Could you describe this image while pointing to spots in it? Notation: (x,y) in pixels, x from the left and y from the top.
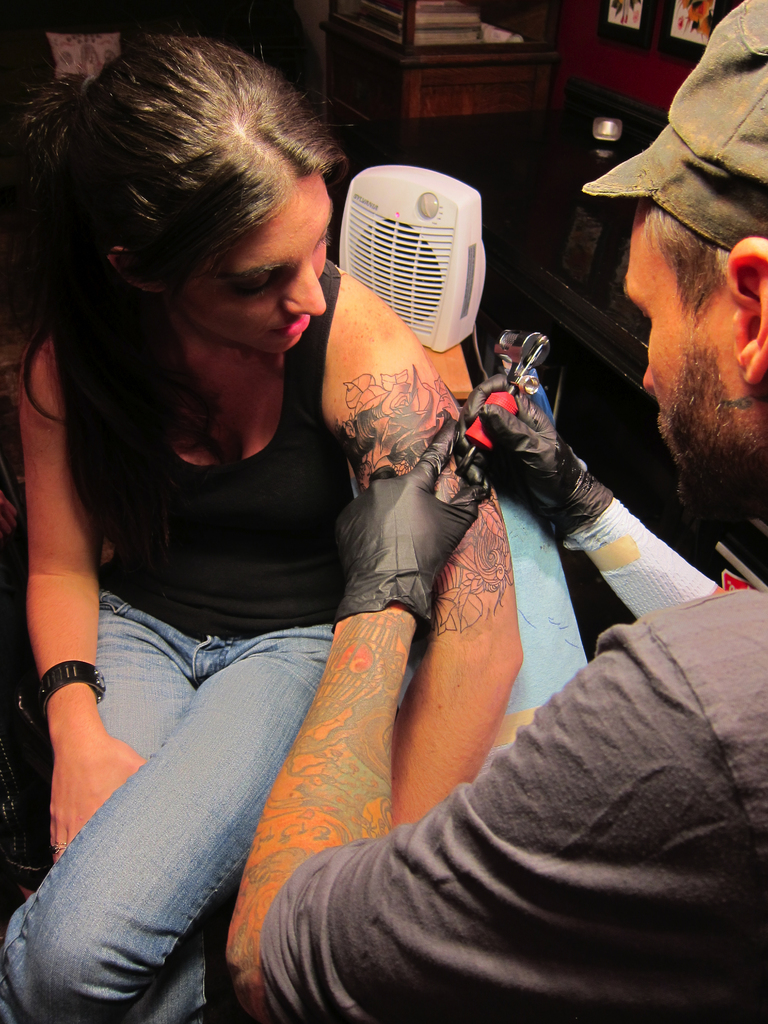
There are 2 people (30,569) in a room (130,11). A woman (85,549) is sitting wearing a black vest (173,611) and jeans (130,825). A man (387,685) is present on the right (661,691) and he is making a tattoo (451,473) on the girl's hand (370,316). There is a white cooler (376,209) at the back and there are photo frames (612,36) on the wall (634,59).
